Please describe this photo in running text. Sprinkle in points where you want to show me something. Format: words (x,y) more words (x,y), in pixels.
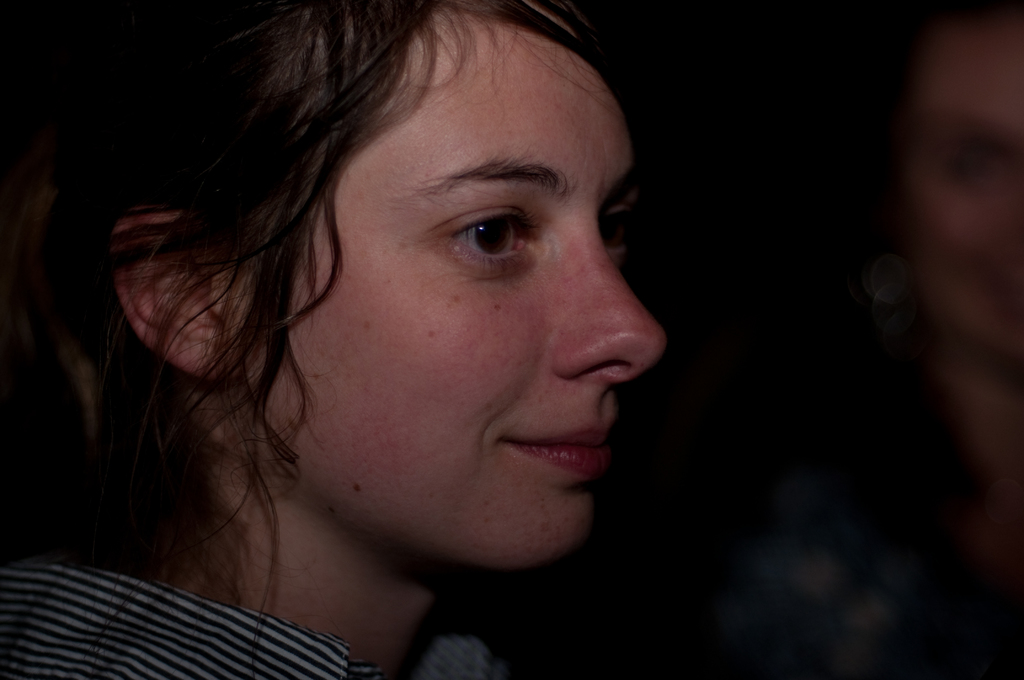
In the image we can see a woman (317,449) smiling and she is wearing clothes (171,636). Beside her there is another person (952,517), the background (800,364) is blurred.
